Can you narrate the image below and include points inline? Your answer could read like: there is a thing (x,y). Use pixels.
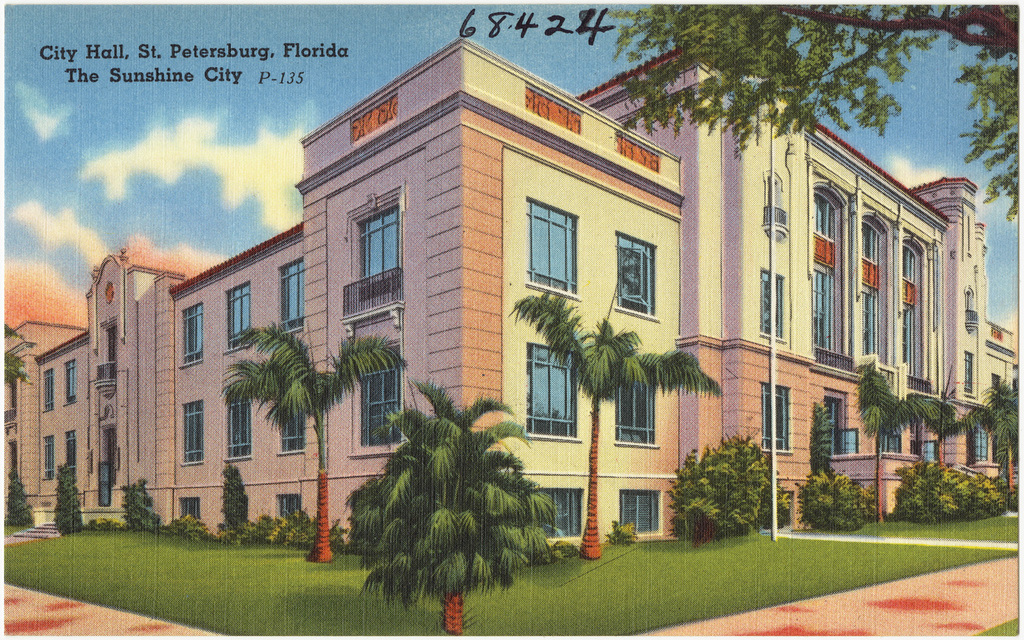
It is printed image, there is a city hall (431,268) and around the hall (154,395) there are few trees (321,538) and grass (649,541) and there are a lot of windows (621,290) and doors (109,459) to the building (580,302).
